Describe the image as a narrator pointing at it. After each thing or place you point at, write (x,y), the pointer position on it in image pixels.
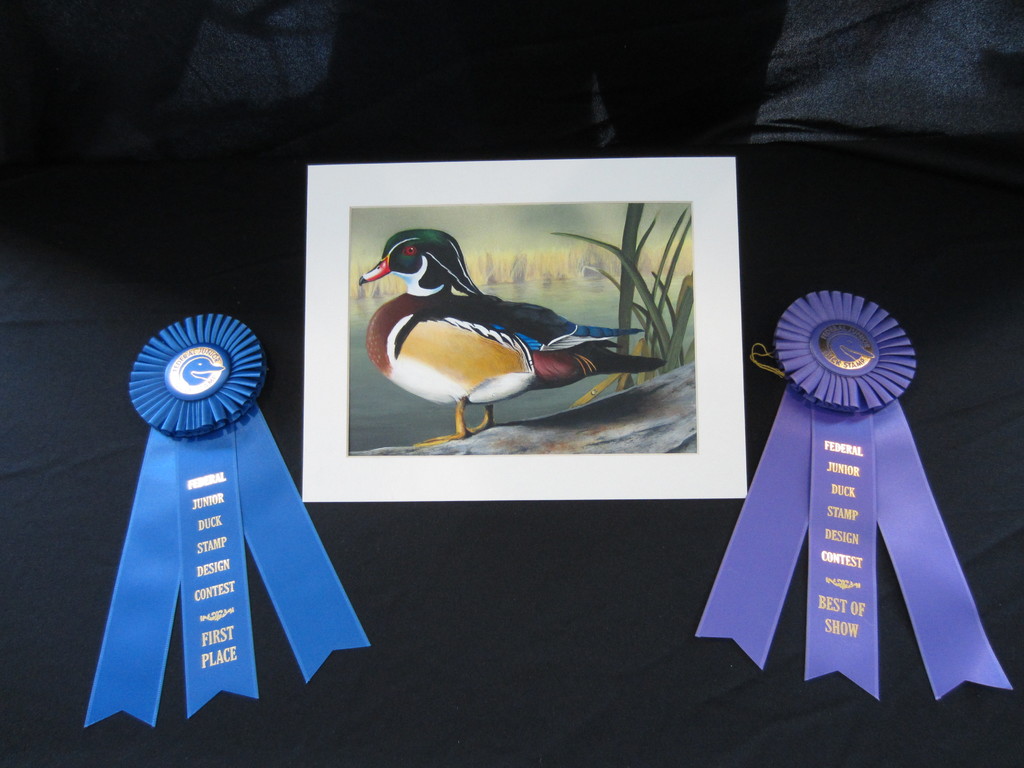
In the foreground of this image (205,634), there are two ribbon badges (803,454) and a frame (591,467) on the black surface (530,567).
